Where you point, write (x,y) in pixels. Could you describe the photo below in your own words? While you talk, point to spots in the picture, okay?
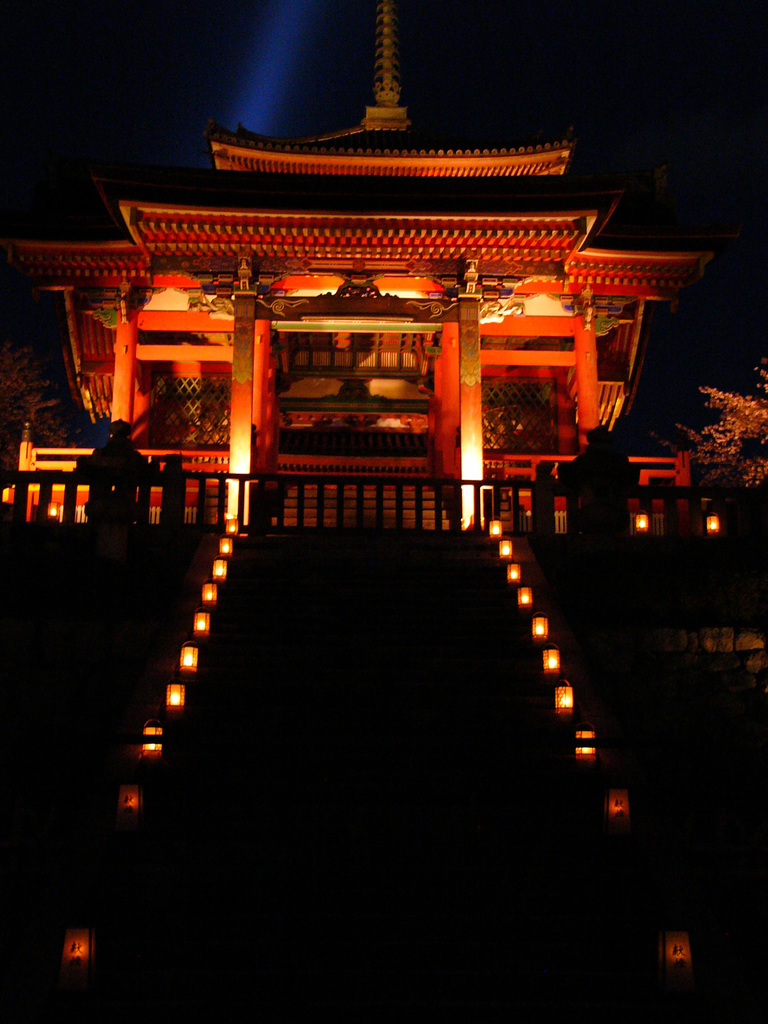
In this image in the center (466,494) there is one building (366,411) and some lights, at the bottom (205,905) there are some stairs (271,707) and lights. On the right side (703,464) and left side (33,395) there are plants (710,457).
